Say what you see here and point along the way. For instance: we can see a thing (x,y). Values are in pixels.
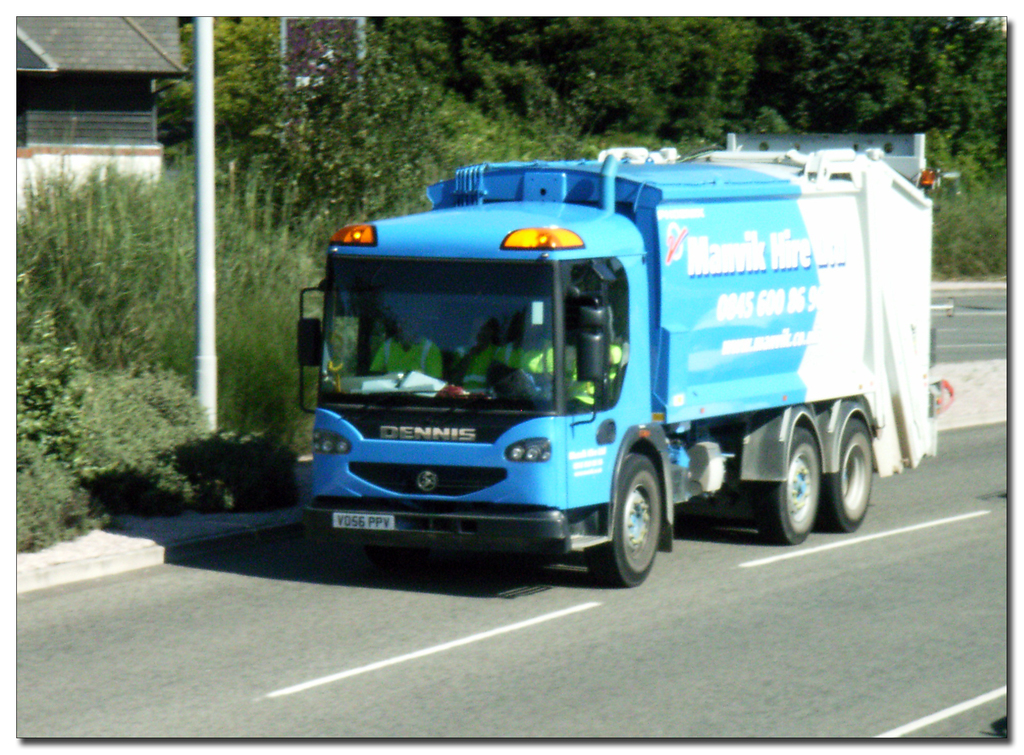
In the center of the image (477,382) we can see a vehicle (565,520) on the road (639,703). On the left (26,154) there is a shed (72,69). In the background (351,181) there are trees (440,170) and we can see a pole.
